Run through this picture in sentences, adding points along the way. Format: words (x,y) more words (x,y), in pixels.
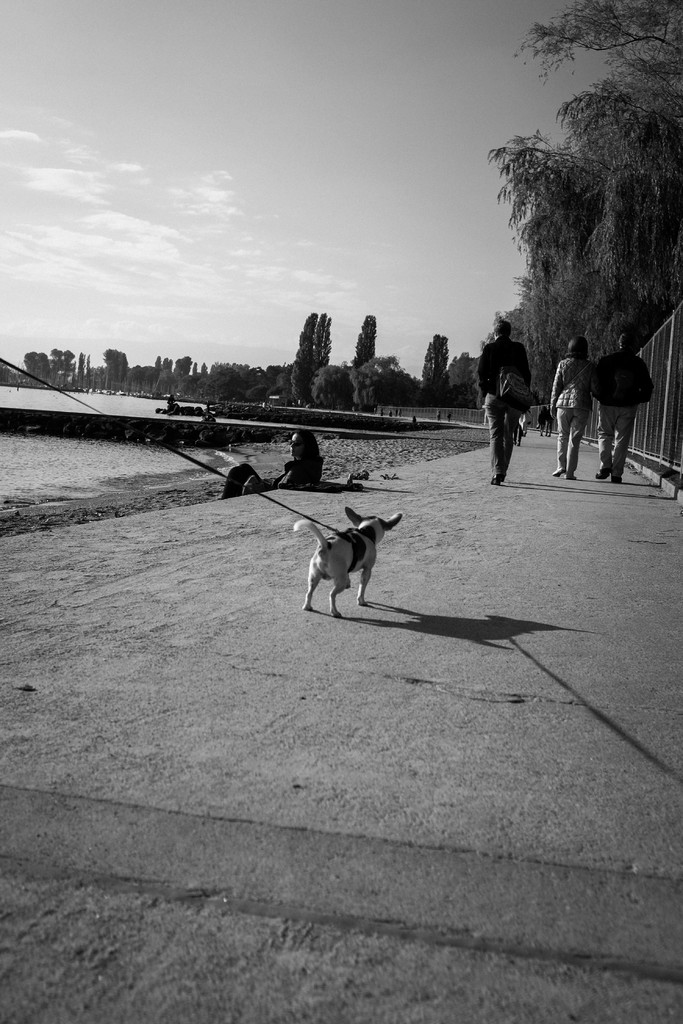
In the center of the image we can see a few people (602,451) are walking and wearing bags (515,395). And we can see one person (272,485) sitting, one dog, in which we can see one belt (344,532) tied to it and a fence (648,449). In the background (417,352) we can see the sky (308,181), clouds (181,303), trees (554,240), water (152,468) etc.
